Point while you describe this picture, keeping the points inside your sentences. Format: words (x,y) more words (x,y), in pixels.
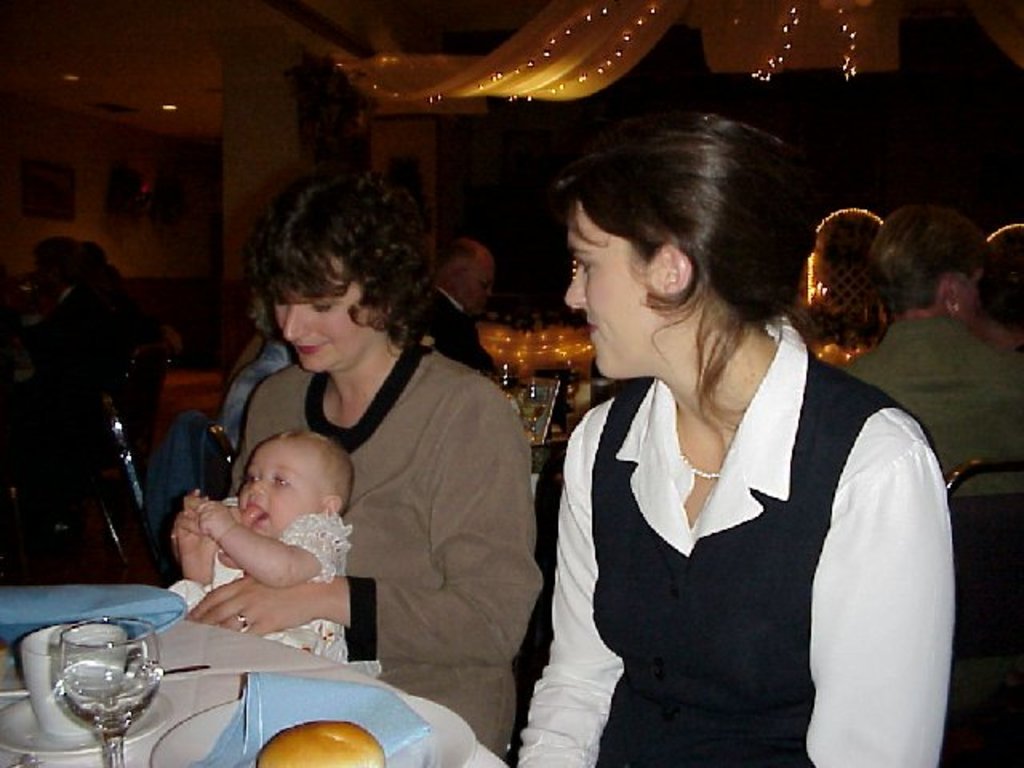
In this picture I can see few people (876,418) sitting in the chairs (189,467) and a woman (345,369) holding a baby (336,510) and I can see couple of plates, napkins (131,596) and I can see a glass (120,727) and a cup (36,707) with saucer (28,717) and food (327,729) in the plate (435,708). I can see lights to the ceiling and a cloth (602,77).
